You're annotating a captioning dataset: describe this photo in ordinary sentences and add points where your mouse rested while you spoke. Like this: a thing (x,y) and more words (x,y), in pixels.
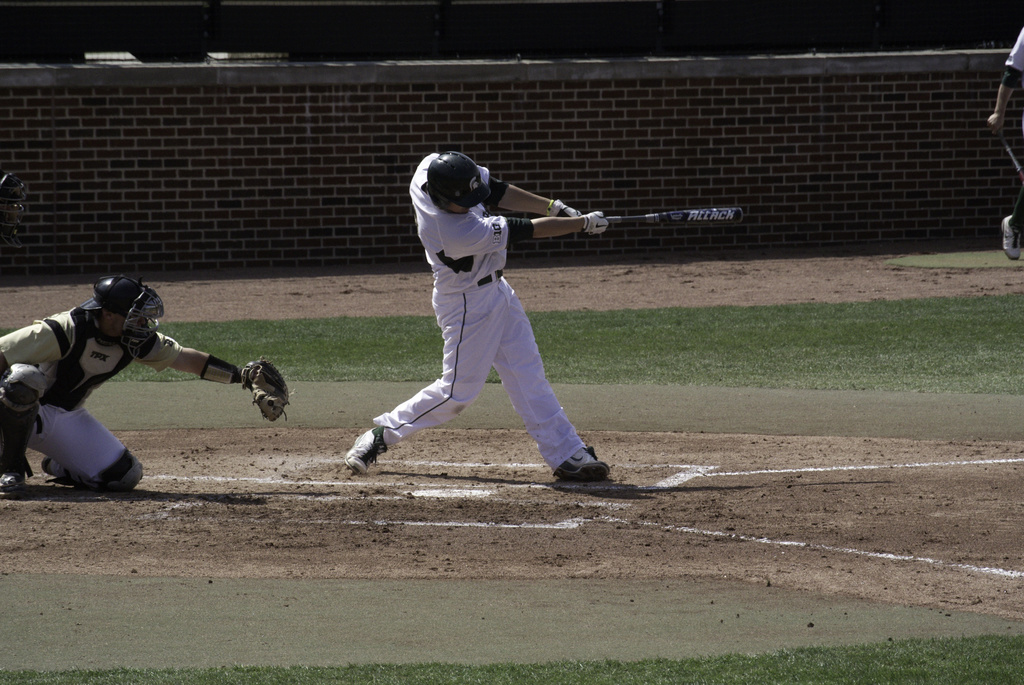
In this image I can see four persons (501,294) are playing a baseball on the ground (680,483). In the background (163,164) I can see a wall fence (685,174). This image is taken during a day on the ground (322,453).
